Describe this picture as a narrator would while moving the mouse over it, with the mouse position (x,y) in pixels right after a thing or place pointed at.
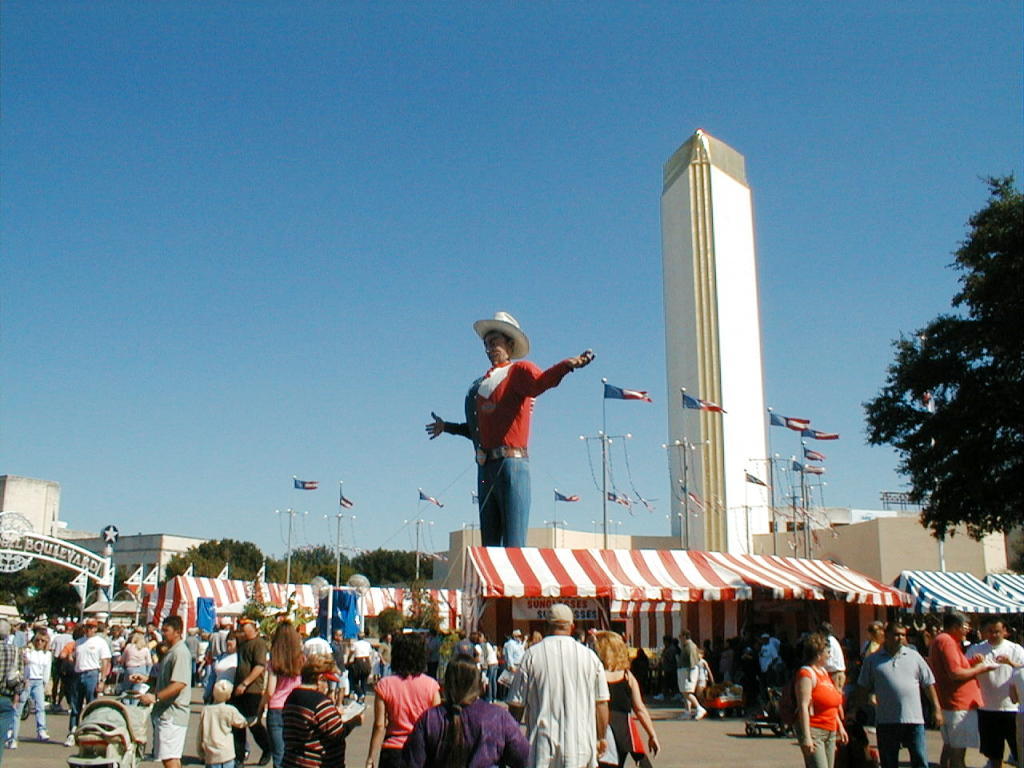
In this picture there are people (301,741) and stalls (556,577) at the bottom side of the image (611,615) and there is a cowboy statue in the center of the image (485,410) and there are buildings (98,547) and trees (182,566) in the background area of the image (647,537), there is a tower (694,526) on the right side of the image (708,512) and there are flags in the image.
